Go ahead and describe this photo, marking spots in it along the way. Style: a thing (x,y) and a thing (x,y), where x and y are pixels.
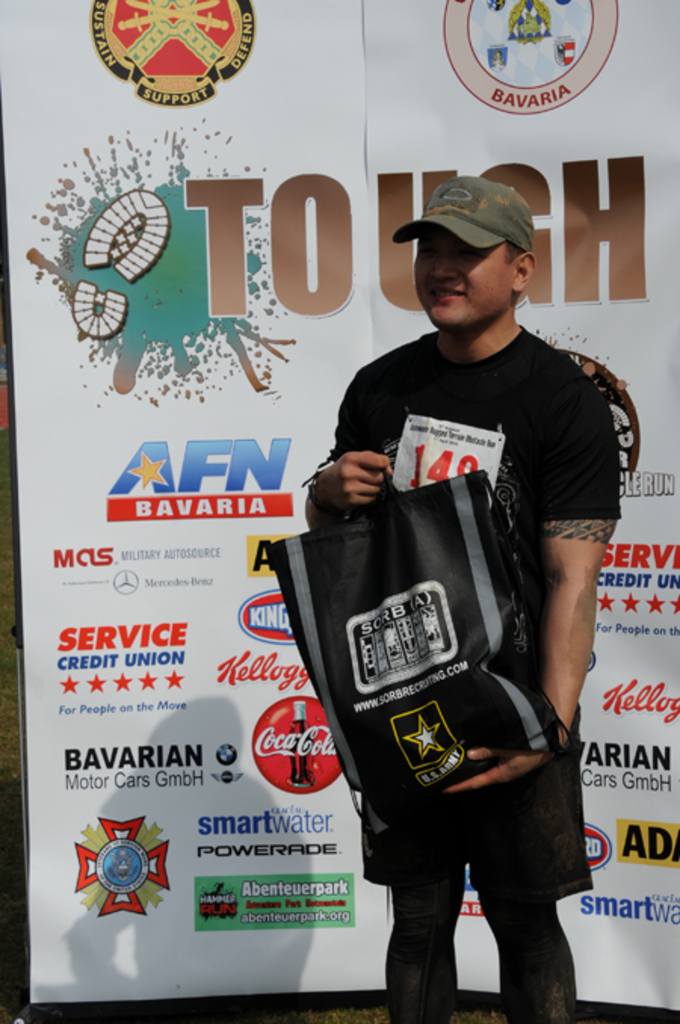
In this image there is a person (471,437) holding a bag (379,694) and wearing a cap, there is a poster (221,596) with some text (190,552) and few logo symbols (204,214).
